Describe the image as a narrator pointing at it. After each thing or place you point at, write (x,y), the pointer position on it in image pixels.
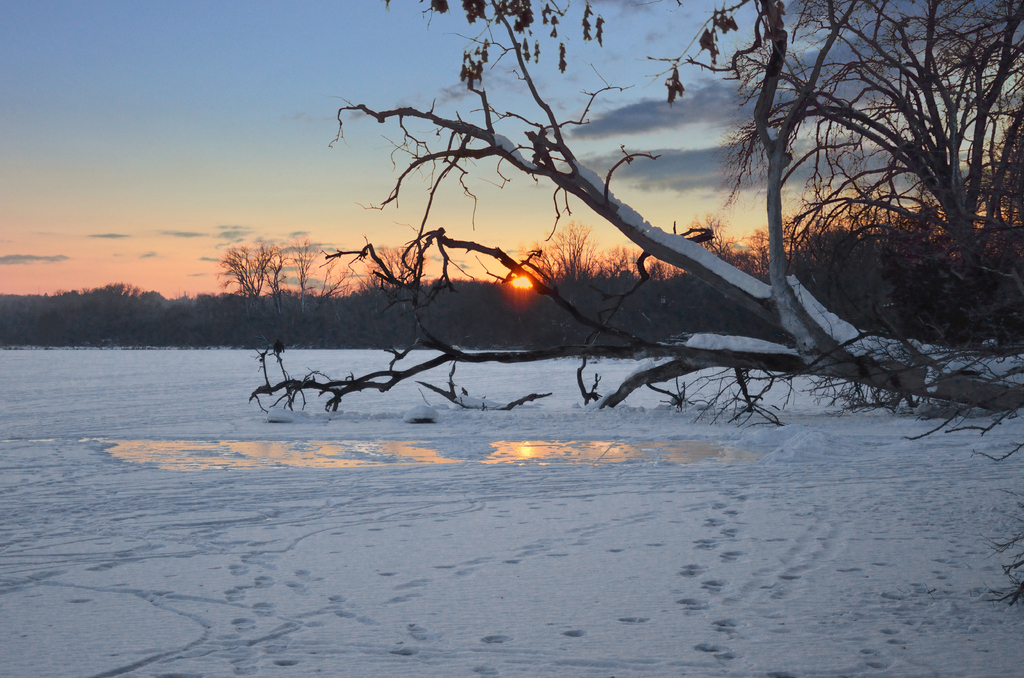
In this image there is the sky (623,113) towards the top of the image (623,113), there is the sun (520,279) on the sky (509,252), there are trees (424,292), there is snow (831,322) on the tree (759,312), there is water (160,451) on the ground (379,447), there is snow (500,609) on the ground (389,620).
